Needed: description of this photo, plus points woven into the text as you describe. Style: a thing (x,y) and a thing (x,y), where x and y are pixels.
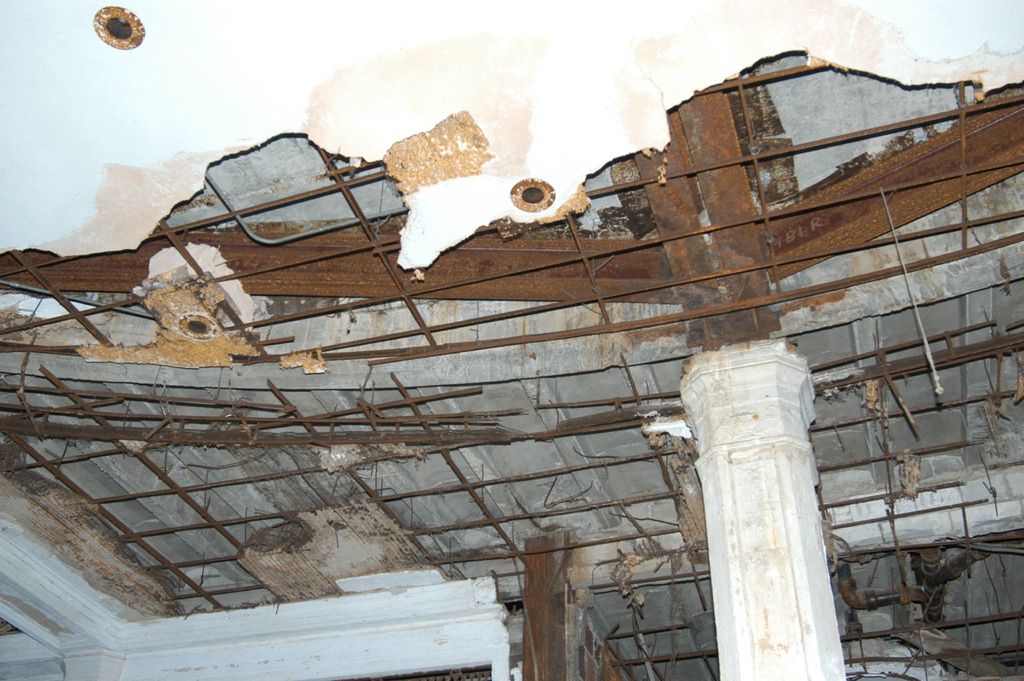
In this image we can see ceiling (409,179), rods (605,462) and pillar (746,557).
